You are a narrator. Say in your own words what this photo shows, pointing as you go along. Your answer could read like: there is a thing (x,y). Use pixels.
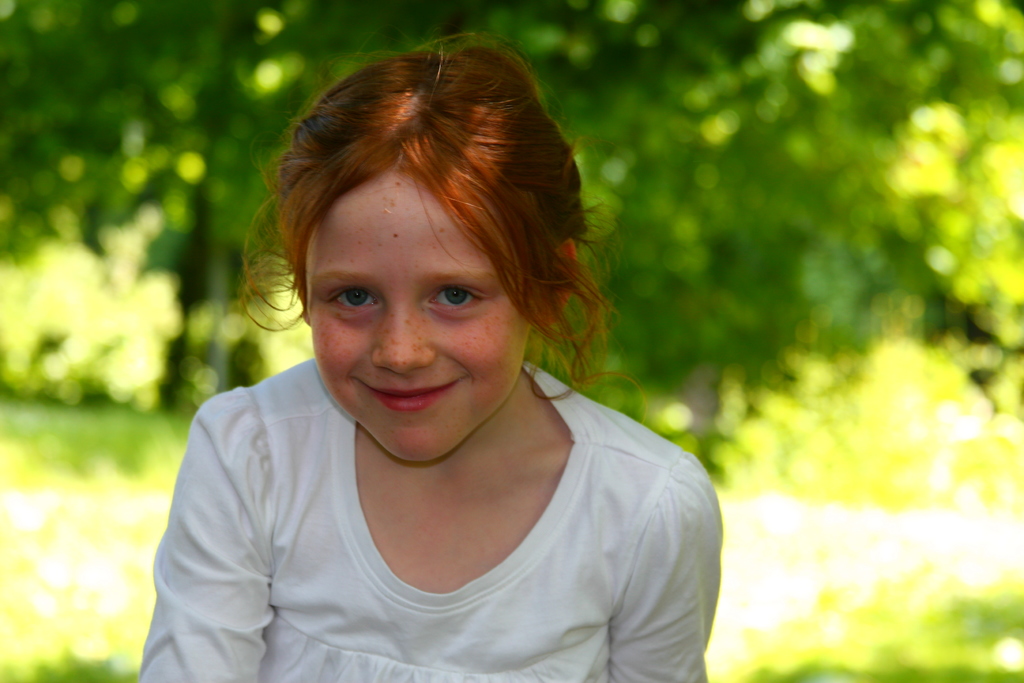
In this image, we can see a small girl (473,441) sitting and she is smiling, in the background (776,91) there are some green color trees (676,47).
